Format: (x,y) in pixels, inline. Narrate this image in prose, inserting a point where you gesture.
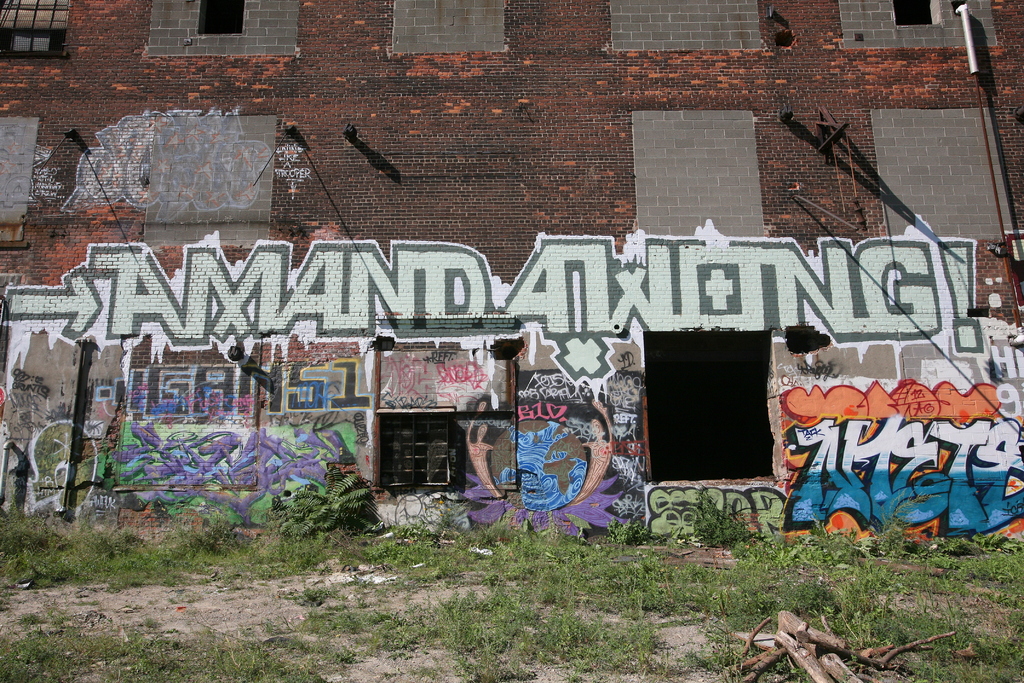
In this picture we can see the grass (651,610), sticks (814,663), windows (46,15), rods (982,107) and a painting (668,238) on the wall (800,289).
